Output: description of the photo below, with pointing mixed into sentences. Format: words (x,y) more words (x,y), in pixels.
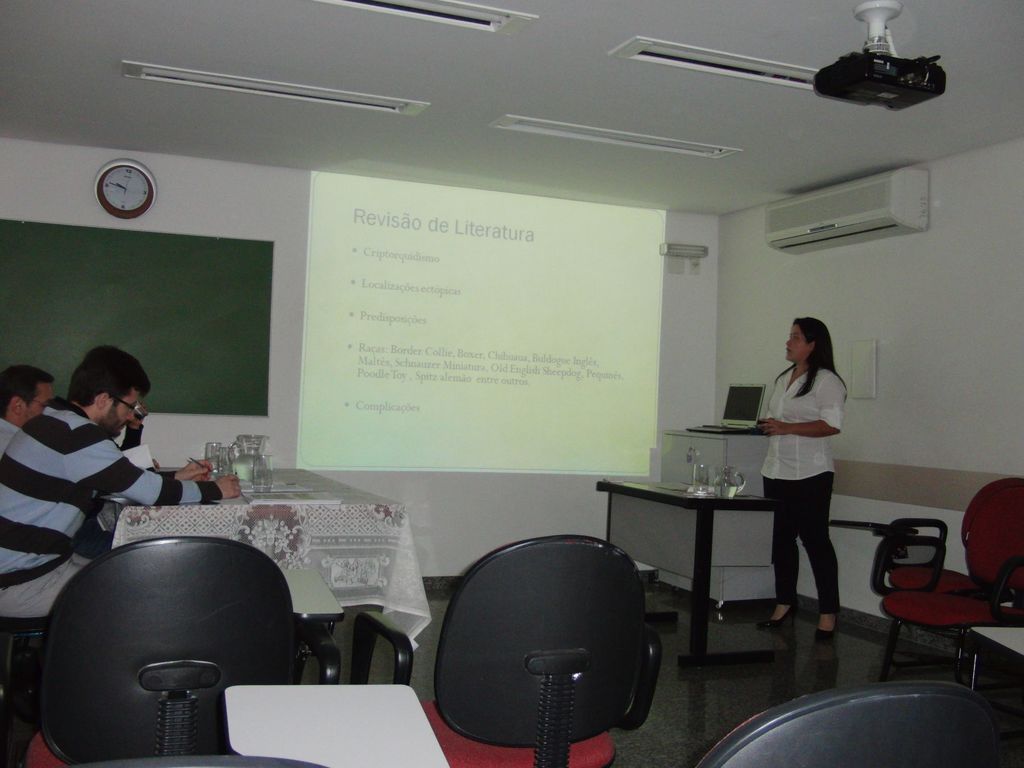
The image is inside the room (689,353). In the image there are three people (36,453) two men (66,423) and one woman (819,407), two mens (118,407) are sitting on chair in front of a table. On table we can see a jar (253,443), glasses (269,478), book (288,496), cloth (317,528). In middle (516,344) there are few chairs (363,682) and a screen (587,460), on right side (813,351) we can see a woman (806,410) standing in front of a table (746,496) and near a laptop (761,409) and we can also see a air conditioner (910,186), projector (859,85) on top. On left side (147,193) there is a watch (147,198), board (93,270) and roof (477,90) on top (459,87).
